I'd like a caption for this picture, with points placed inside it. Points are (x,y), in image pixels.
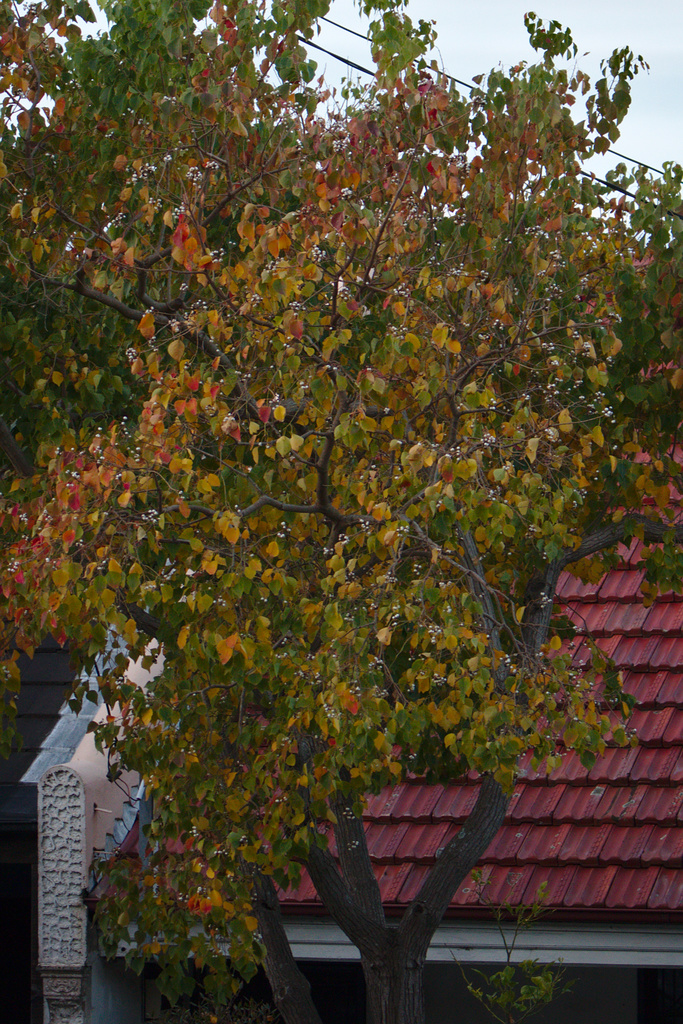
In this image we can see there is a roof (621,771) and a tree (408,440). In the background (602,40) we can see the sky (610,37).
